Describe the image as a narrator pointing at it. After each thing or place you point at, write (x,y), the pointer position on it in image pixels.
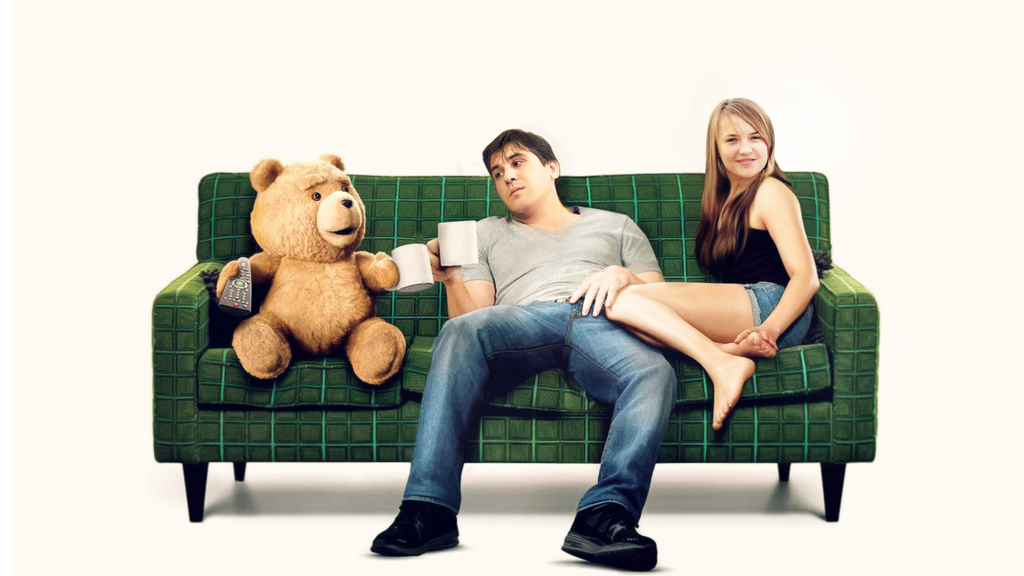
This image consists of a sofa (192,383) which is in green color and two persons (710,296) are sitting on that sofa (698,369). One is women (672,287) and the other one is men (469,341) and there is also a teddy bear (353,283) on the Sofa (521,418). Man (486,268) is sitting in the middle (601,362). He is holding a cup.
